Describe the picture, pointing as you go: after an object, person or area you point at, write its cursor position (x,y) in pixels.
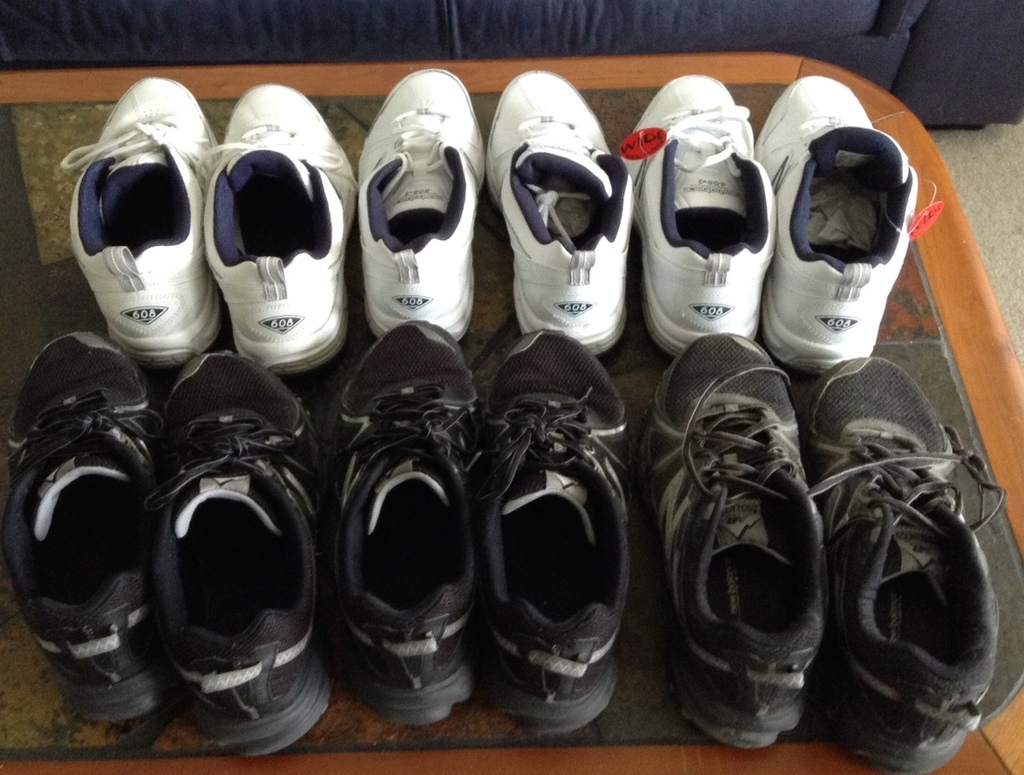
In this image we can see group of shoes (799,167) placed on the table (3,763). At the top of the image (724,44) we can see a sofa (906,50).
